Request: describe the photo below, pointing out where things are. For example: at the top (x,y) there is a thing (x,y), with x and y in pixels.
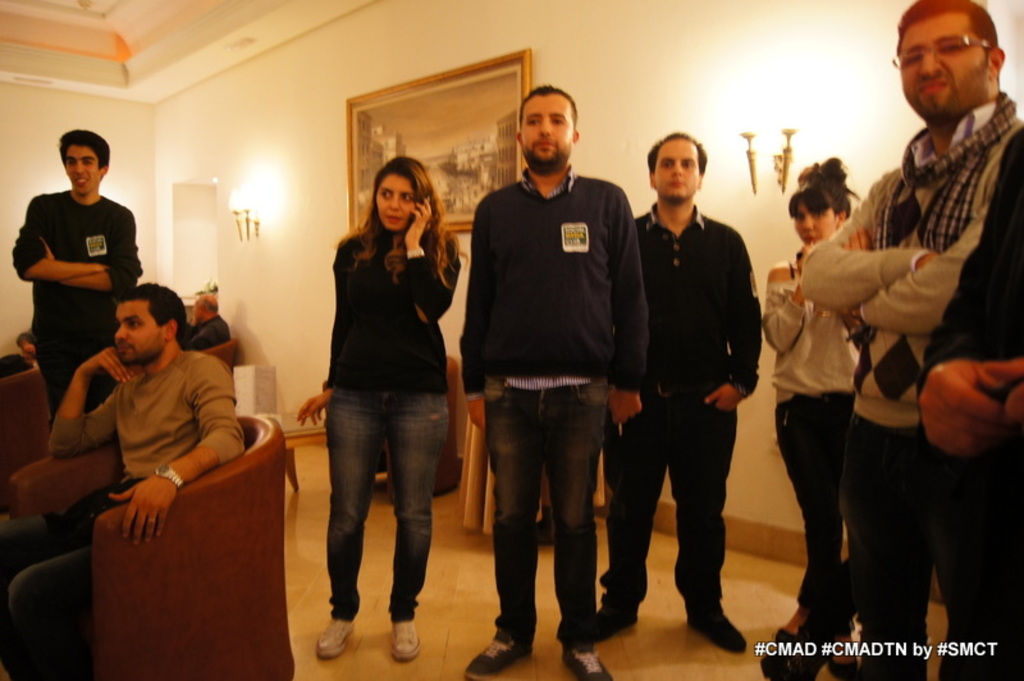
In this image I can see there are few persons (347,416) standing and some persons (137,389) sitting on chairs (176,519) and back side of them I can see the wall (337,81), on the wall (262,134) I can see the candle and photo frame (389,133) attached to the wall (273,145).
